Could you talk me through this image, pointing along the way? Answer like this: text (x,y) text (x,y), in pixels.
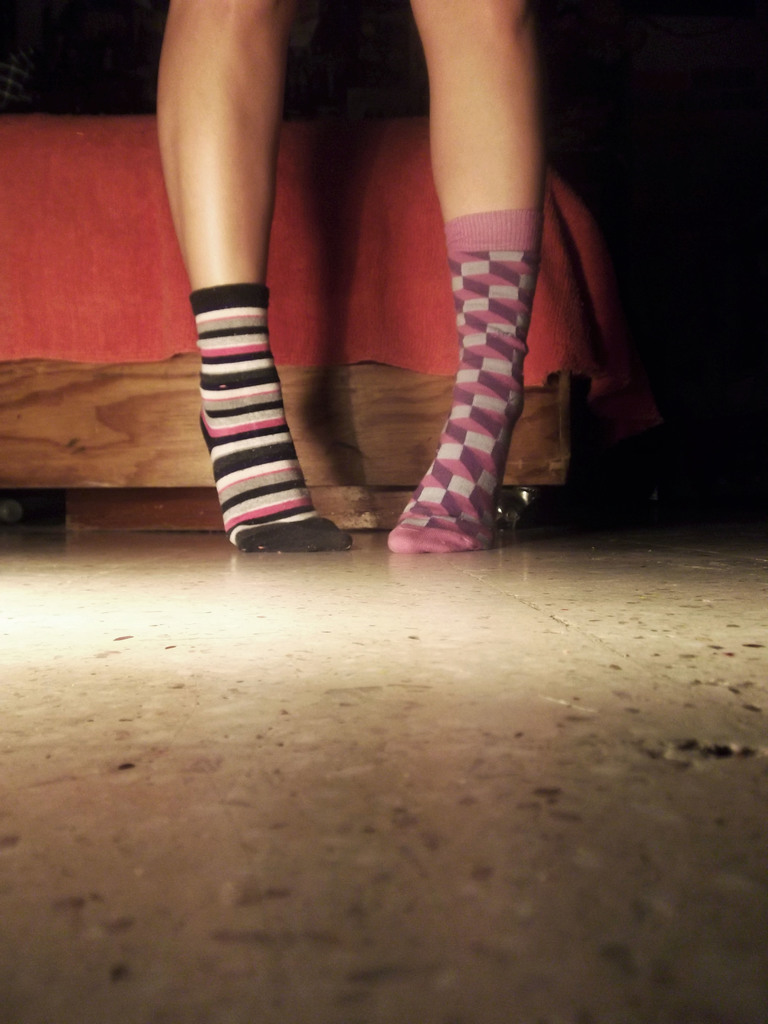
As we can see in the image there are white color tiles (226,733), human legs (228,188), bed (197,382) and red color cloth (146,240).
